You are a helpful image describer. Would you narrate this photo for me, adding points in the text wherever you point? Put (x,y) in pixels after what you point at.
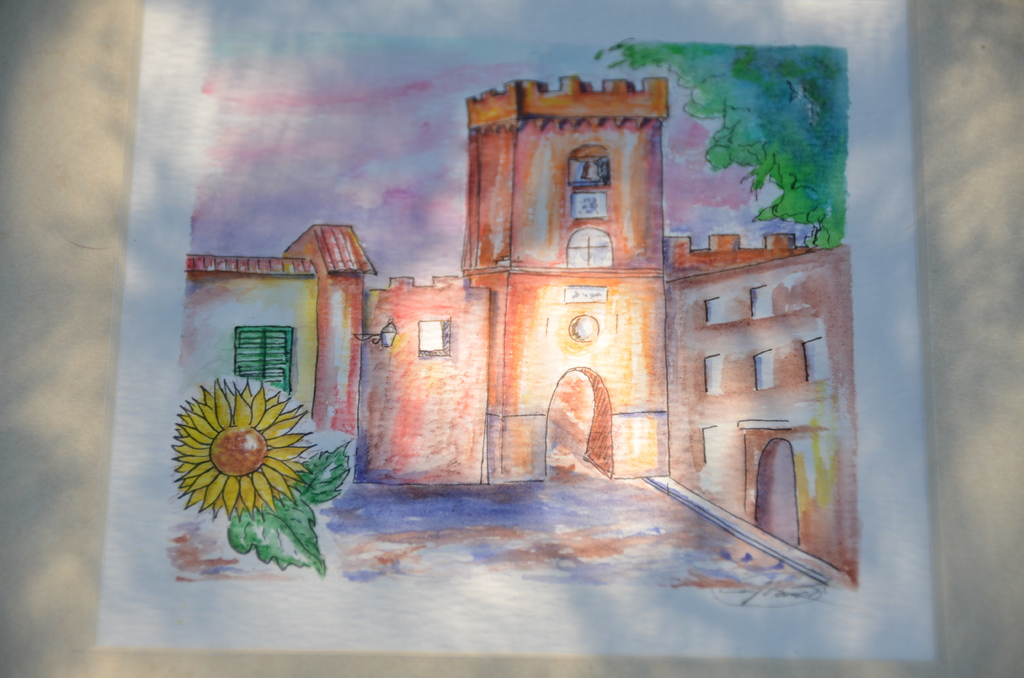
In this image we can see a painting (400,174) on the surface (1012,133). In the painting (626,316) we can see a building (664,310), tree (711,155), flower (262,478), land (653,572) and the sky (378,162).
